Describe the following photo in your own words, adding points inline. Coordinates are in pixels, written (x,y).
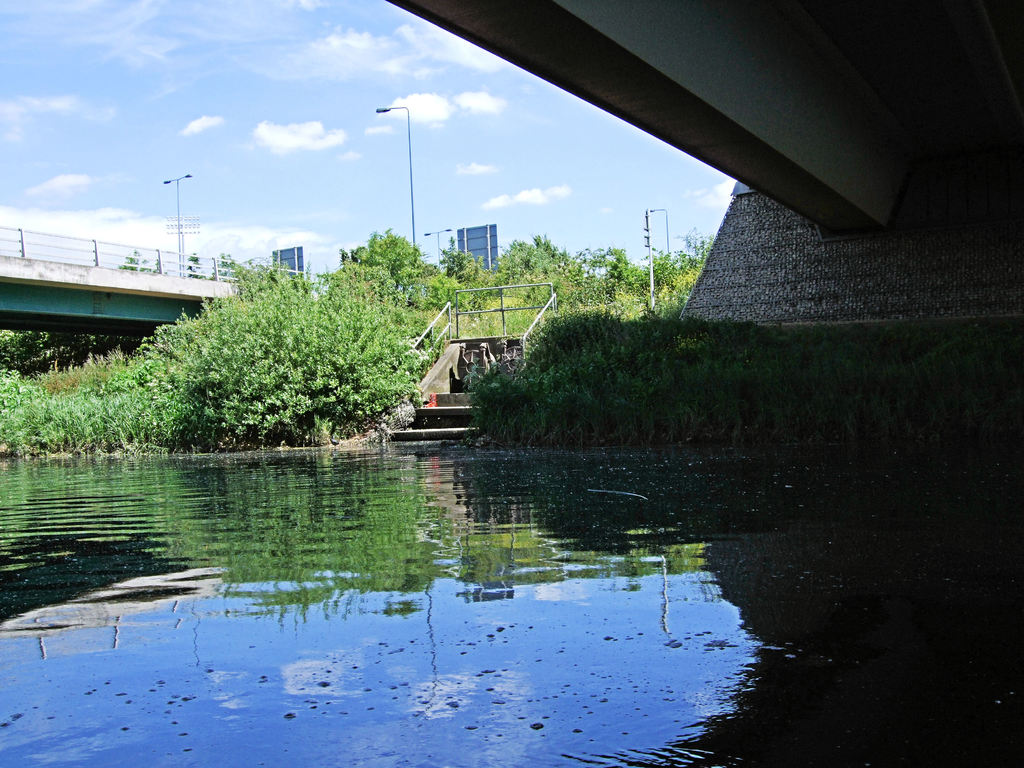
In the foreground (315,664) I can see water (402,519), staircase (474,396) and plants (391,314). On the top (621,249) I can see a bridge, light poles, trees (416,270) and the sky (332,186). This image is taken during a day.
